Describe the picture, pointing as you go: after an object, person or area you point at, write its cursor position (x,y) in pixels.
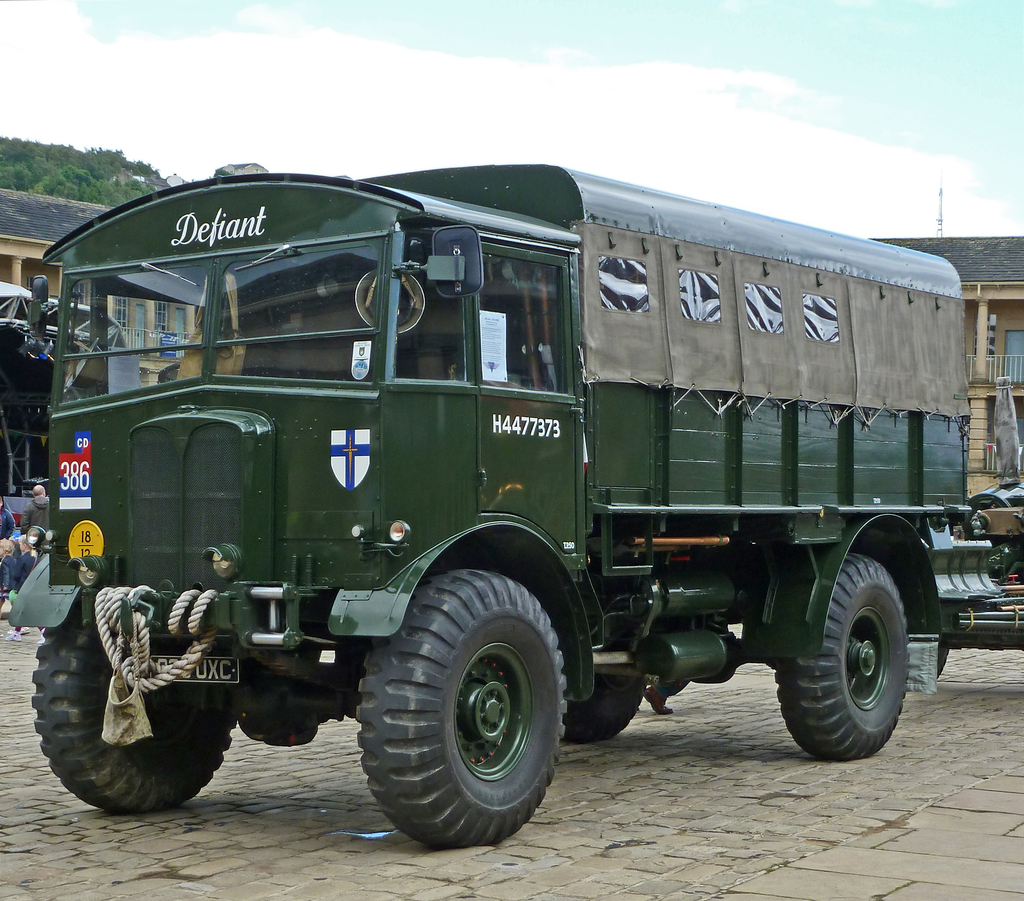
In the center of the image (503,549) we can see a truck (818,496) on the road (796,781). In the background (45,211) there are buildings (45,211), trees (39,167) and sky (315,124). On the left (12,554) there are people (4,568).
